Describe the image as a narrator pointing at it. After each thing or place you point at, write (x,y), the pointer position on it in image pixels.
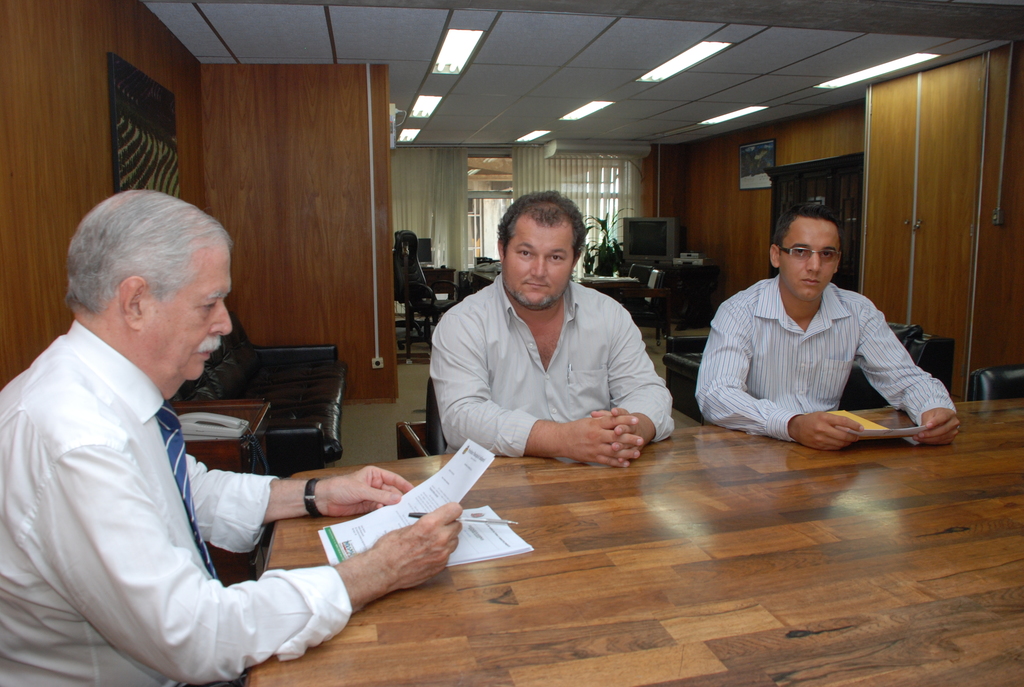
There are three persons (540,386) sitting on the chairs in the middle of this image (621,351). We can see the person (135,549) sitting on the left side (117,531) is wearing a white color shirt (126,515) and holding a paper (423,502). There is a wooden table (650,568) at the bottom of this image (553,619). There is a black color sofa (323,382), some chairs (422,288) and a television (642,253) is present in the middle of this image (413,297), and there is a curtain (607,202) on the back side (457,273) to these chairs (404,282). There are some lights (447,64) at the top of this image (741,118), and there is a wooden wall (699,171) in the background (355,166).
